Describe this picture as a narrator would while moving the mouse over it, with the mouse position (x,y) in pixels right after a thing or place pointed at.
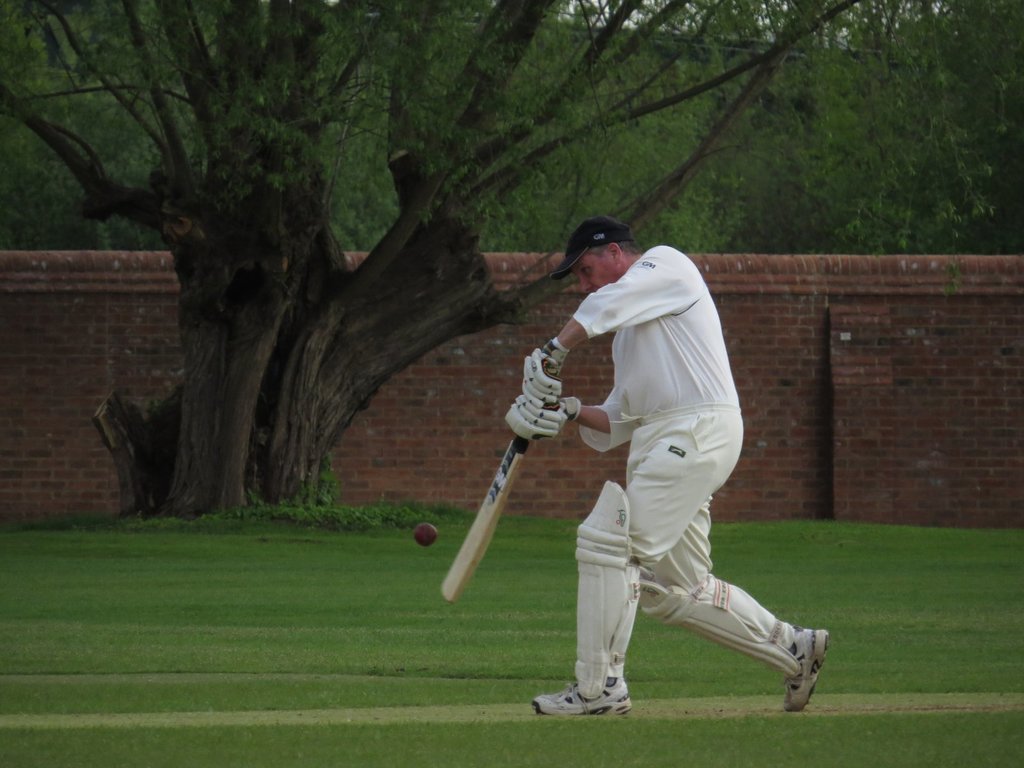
In this image we can see a man (688,595) who is wearing white color t-shirt (680,367), pant (679,479), cricket pad (603,575), black color cap (610,241) and gloves (544,401). He is holding bat (487,529) in his hand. At the bottom of the image (502,668), grassy land (372,689) is there. Background of the image (275,273), tree (263,279) and boundary wall (865,374) is there. We can see one ball (430,539).
